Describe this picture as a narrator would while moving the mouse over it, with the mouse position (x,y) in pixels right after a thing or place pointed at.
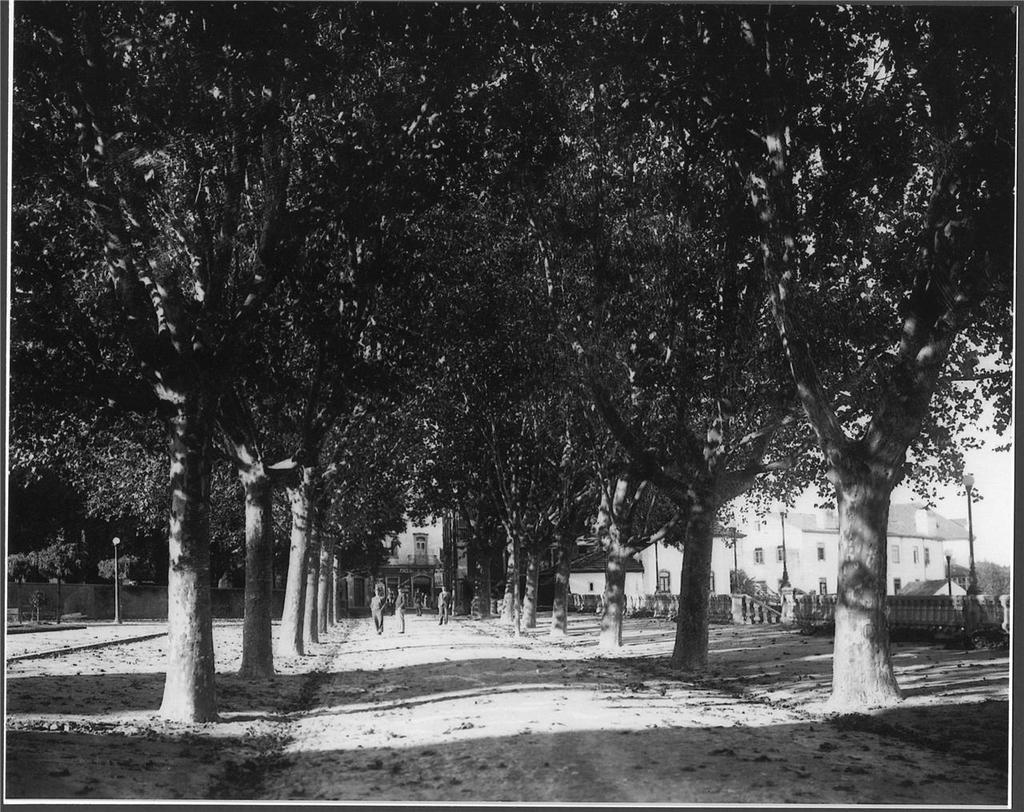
There is a black and white image. In this image, there are three persons (376,623) in between trees (764,442). There are buildings (760,570) on the right side of the image (808,547).
